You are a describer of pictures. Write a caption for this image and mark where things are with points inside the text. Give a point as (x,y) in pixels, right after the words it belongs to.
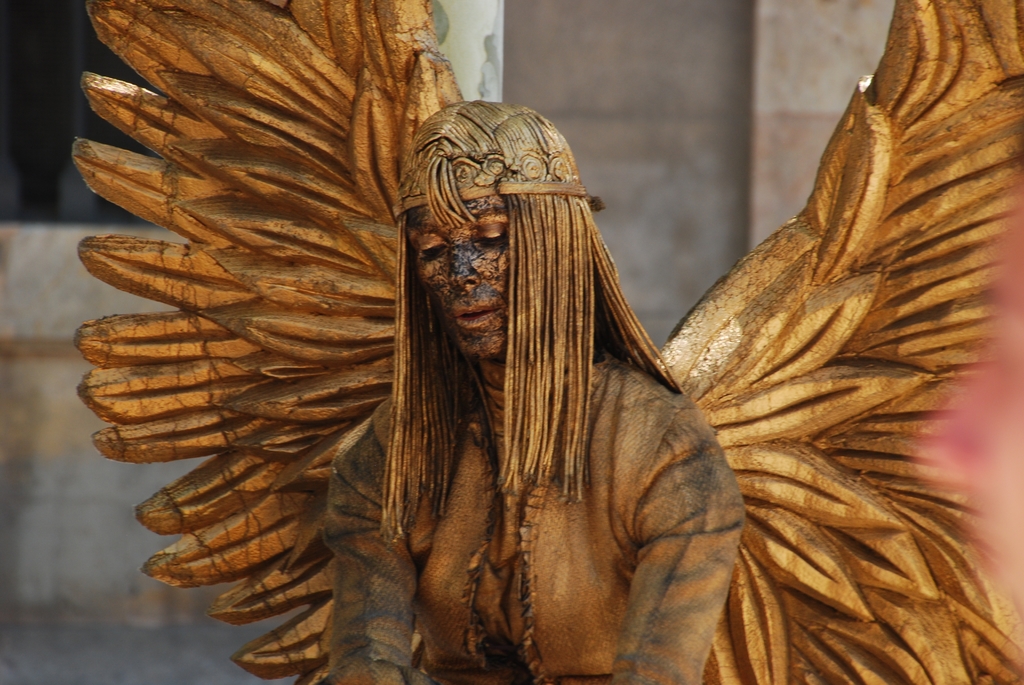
In this image, we can see a person (512,234) wearing a fancy dress (776,365). In the background (75,425), image is blurred.
